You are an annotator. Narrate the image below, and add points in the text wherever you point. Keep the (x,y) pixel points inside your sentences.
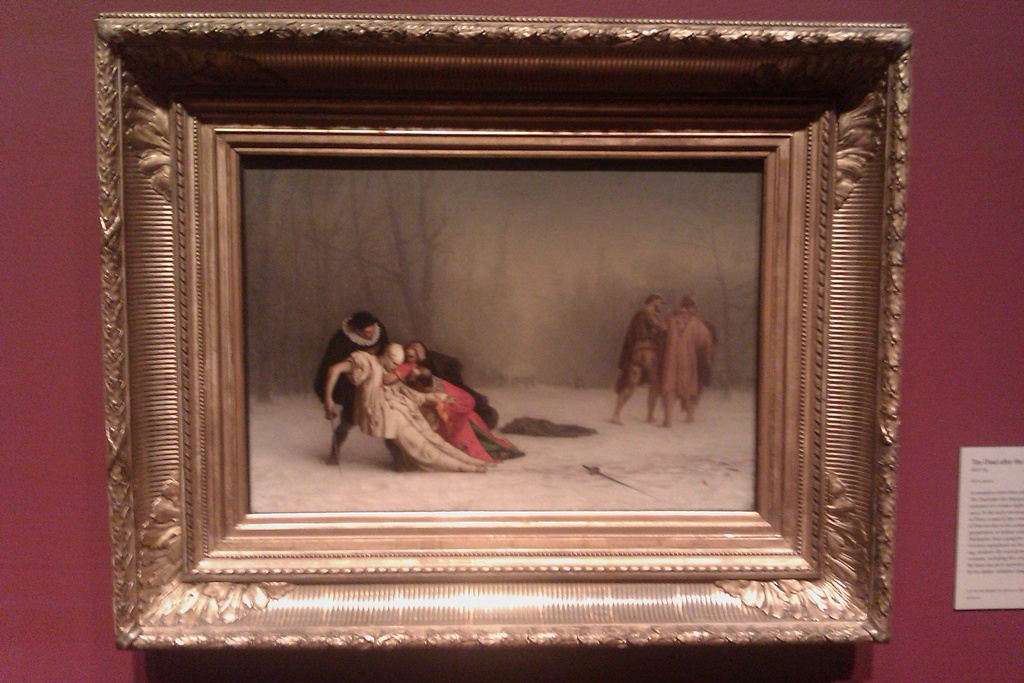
There is a frame (114,370) in the center of the image (571,326), where we can see people (666,417), it seems like snow (644,456) and trees (327,236), it seems like a poster (980,509) on the right side (959,497).
